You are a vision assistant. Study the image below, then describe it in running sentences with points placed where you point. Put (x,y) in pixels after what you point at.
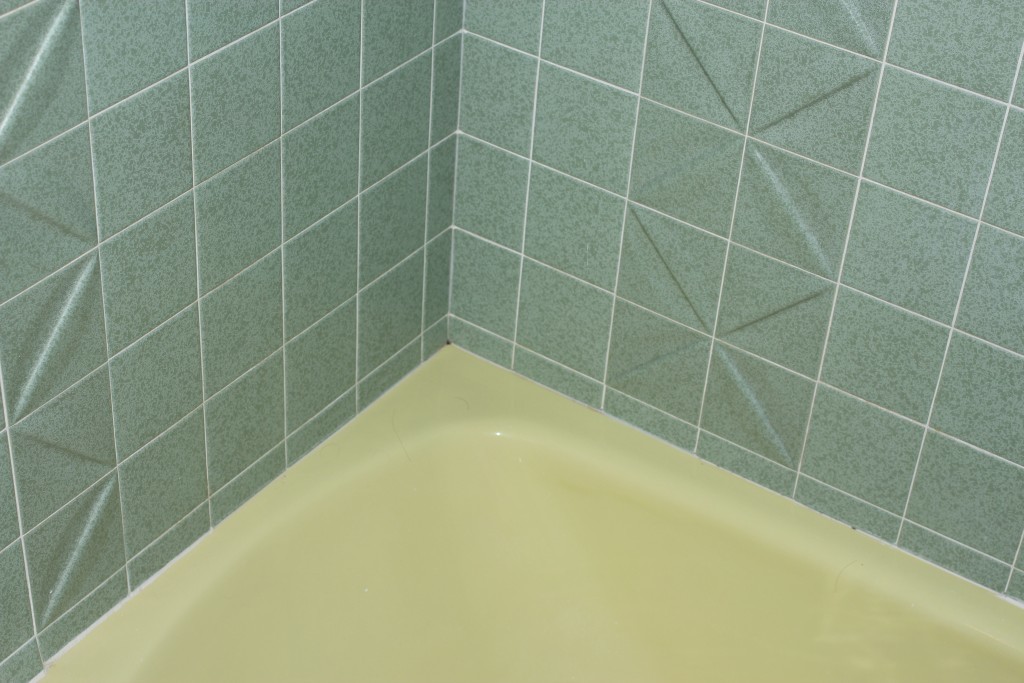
On the background of the picture (335,234) we can see tiles (219,310) in sea green colour. This is a sink (704,501) or i guess it's similar to a bath tub (569,583) which is light yellowish in colour.
